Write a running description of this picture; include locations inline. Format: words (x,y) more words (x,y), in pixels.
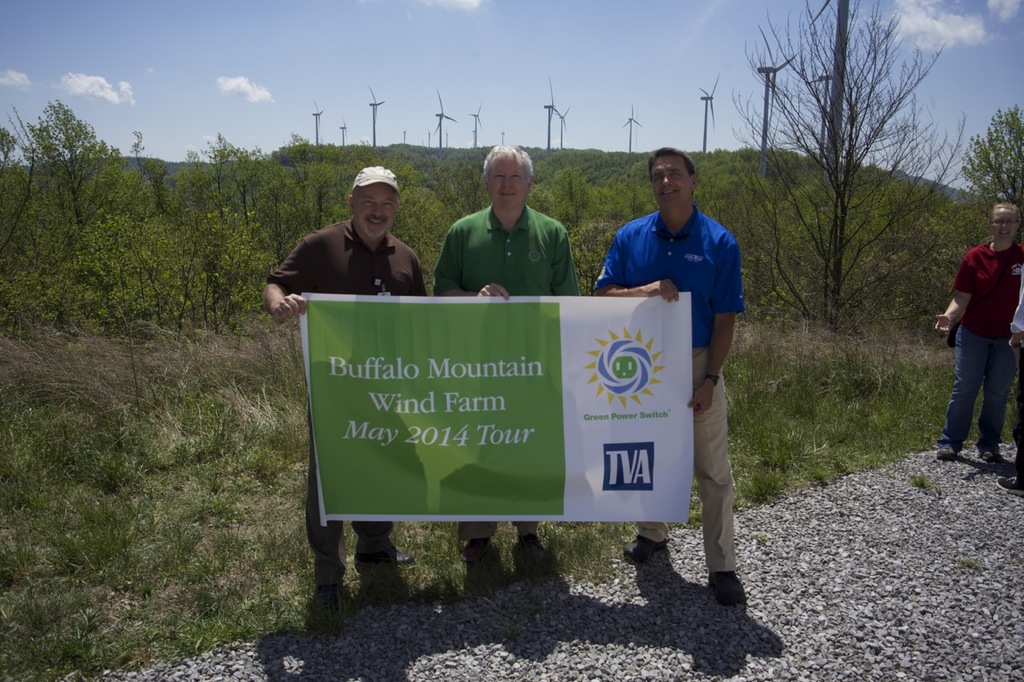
This is an outside view. Here I can see three men (452,247) standing, holding a banner (534,324) in the hands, smiling and giving pose for the picture. On the banner (431,409), I can see some text (458,411). At the bottom (758,649) there are stones (756,628) on the ground (795,604). On the right side (1006,378) two persons (1005,358) are standing. In the background (269,253) there are many plants (161,366) and trees (168,235) and also I can see the poles (547,121). At the top of the image (390,46) I can see the sky (131,61) and clouds (82,88).
